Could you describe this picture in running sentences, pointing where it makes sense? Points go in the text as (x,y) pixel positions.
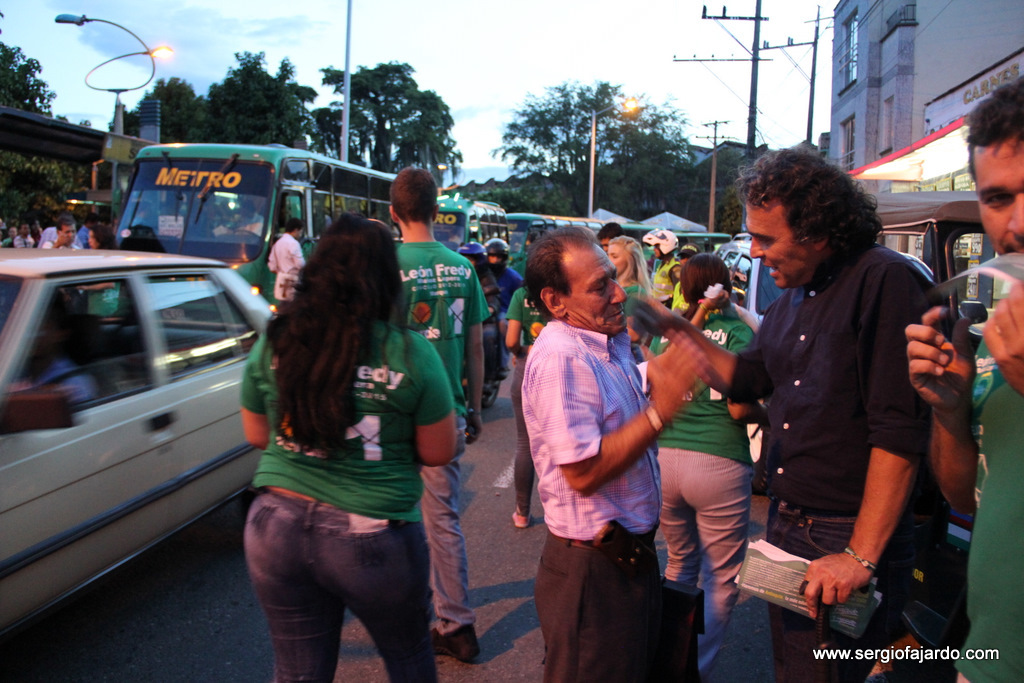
In this image there are a few vehicles (242,292) moving on the road (31,621) and there are a few people (480,347) standing and walking on the road (500,456). On the left (35,209) and right side of the image (878,190) there are buildings (964,183), trees (573,170) and few utility poles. In the background (492,65) there is the sky (459,112).
